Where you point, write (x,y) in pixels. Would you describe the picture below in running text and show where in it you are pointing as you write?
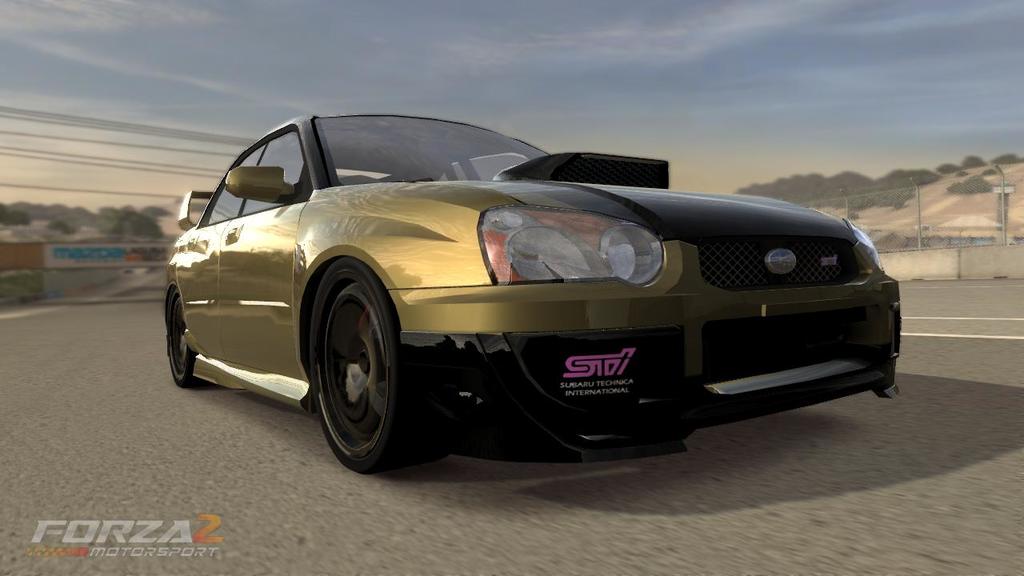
In this picture we can see a car (620,332) in the front (483,297), on the left side (88,132) there are wires (118,126), we can see a blurry background (880,153), there is some text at the left bottom (136,550), on the right side (830,181) there are some plants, we can see the sky (519,36) at the top of the picture (475,51).
